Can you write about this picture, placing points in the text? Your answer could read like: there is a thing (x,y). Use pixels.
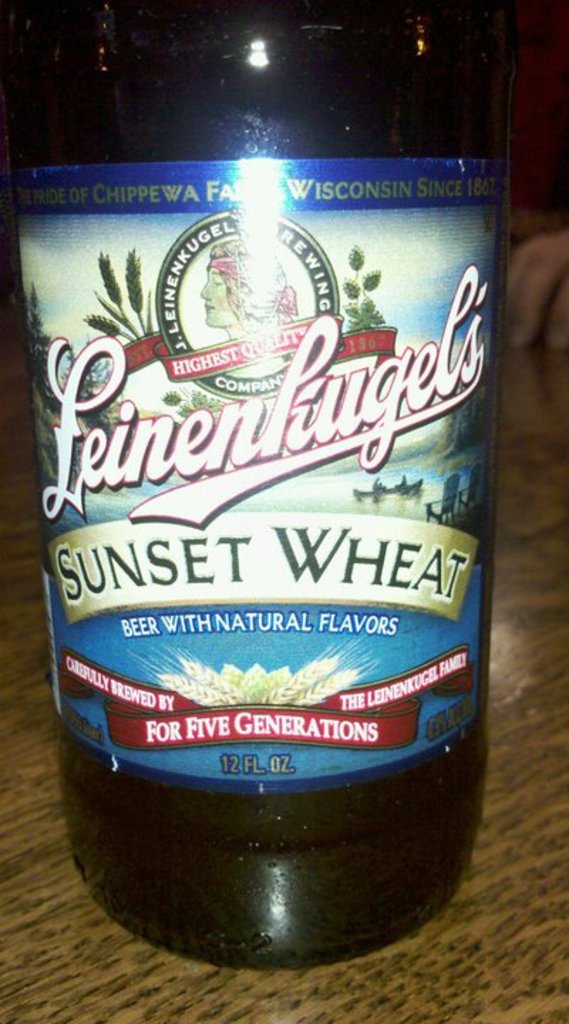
On the table (492,939) there is a bottle (333,436) with a label (161,545).
